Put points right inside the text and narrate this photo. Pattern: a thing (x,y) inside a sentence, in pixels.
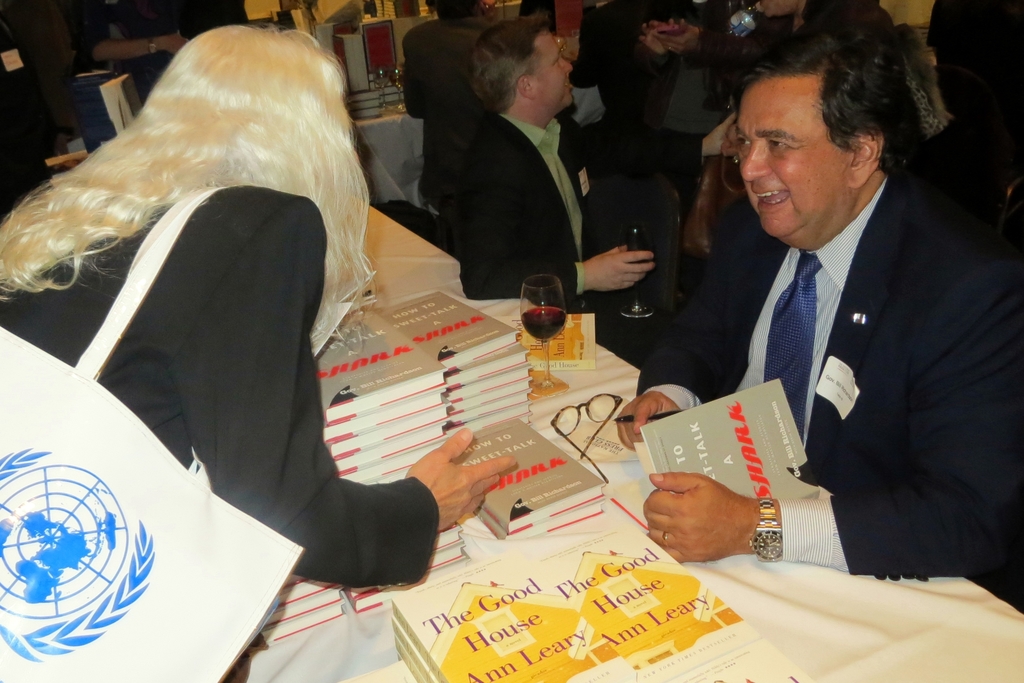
In this image we can see many people (861,161). A lady (226,293) wearing a handbag (169,455) on her shoulders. We can see a logo (75,494) on the handbag (178,469). There are many books (522,413) and few other objects (542,370) placed on the tables (433,264). A person (743,299) is holding a pen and a book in the image.
